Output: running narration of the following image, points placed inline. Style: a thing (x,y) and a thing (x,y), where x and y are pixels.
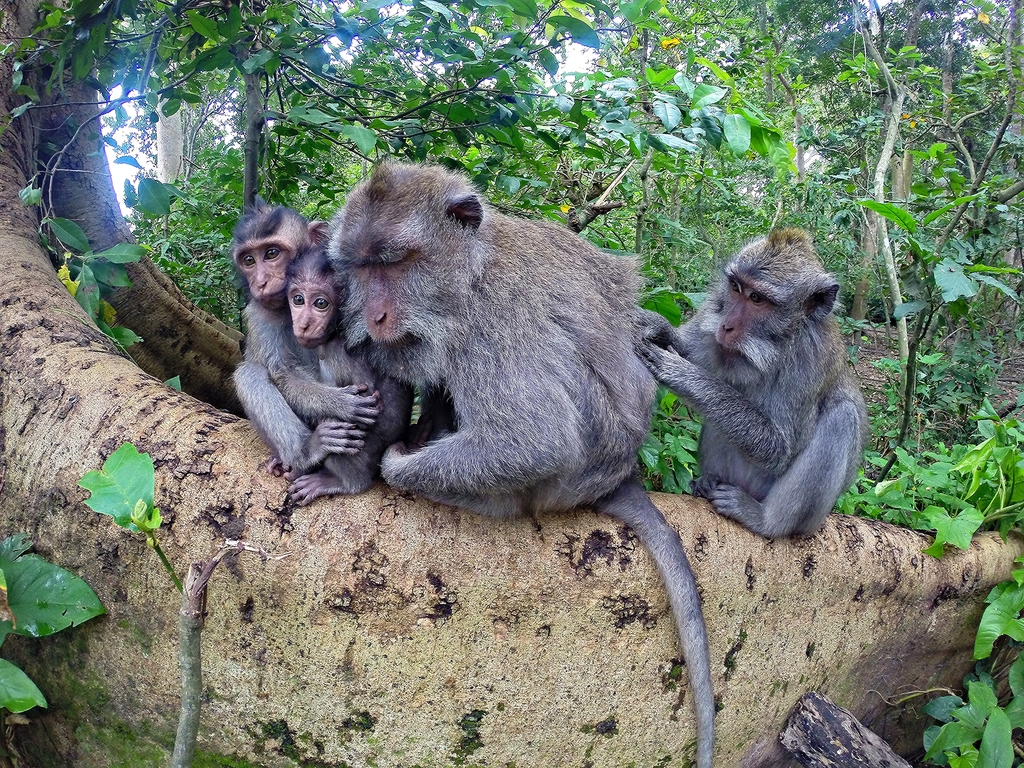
In this picture we can see four monkeys (382,322) and in the background (242,209) we can see trees (857,250) on the ground (902,370).
